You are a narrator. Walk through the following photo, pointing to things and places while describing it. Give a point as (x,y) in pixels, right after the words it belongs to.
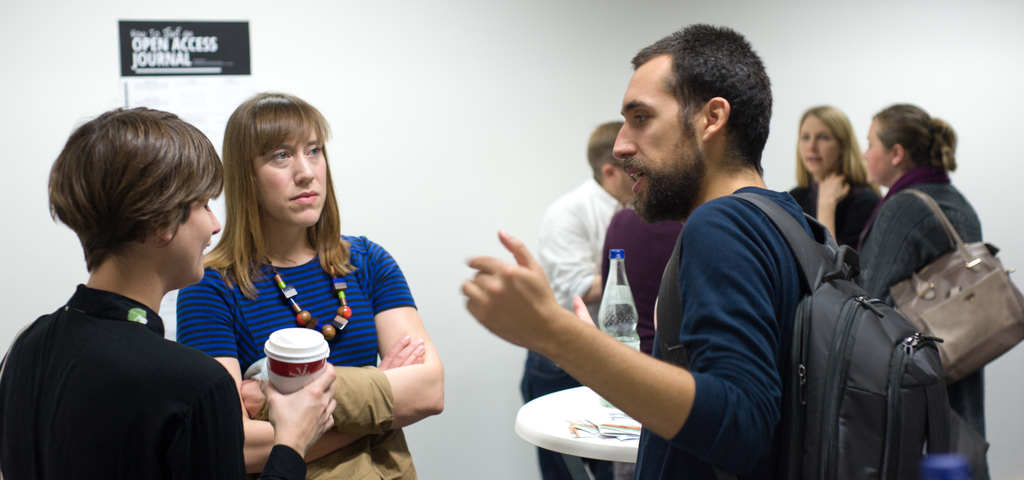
In this picture we can see a person (662,367) wearing a bag (865,452) on the right side (762,368). We can see a woman (239,440) holding a cup (314,338) and another woman (375,370) is visible on the left side (232,317). There is a bottle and a few pages (599,422) visible on a table (627,446). We can see a few people (849,188) at the back (655,245). There is some text (160,44) visible on a black surface (217,60). Background (382,107) is white in color.
